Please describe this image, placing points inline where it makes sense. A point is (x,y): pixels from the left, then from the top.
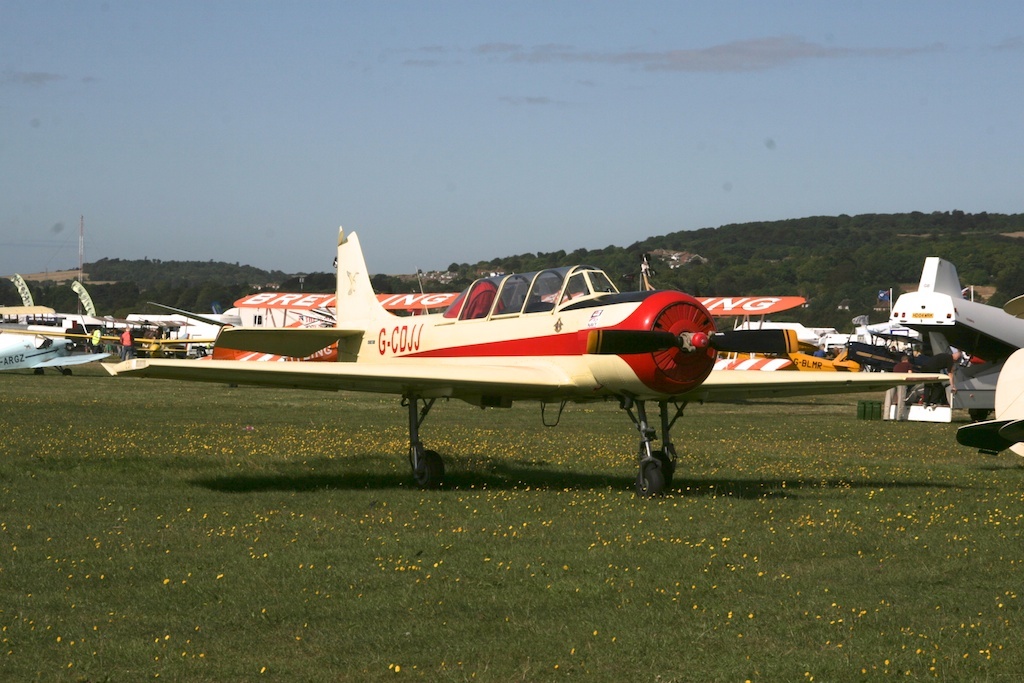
In the picture I can see some planes (391,343) are on the grass (349,508), behind we can see hills (819,275).
